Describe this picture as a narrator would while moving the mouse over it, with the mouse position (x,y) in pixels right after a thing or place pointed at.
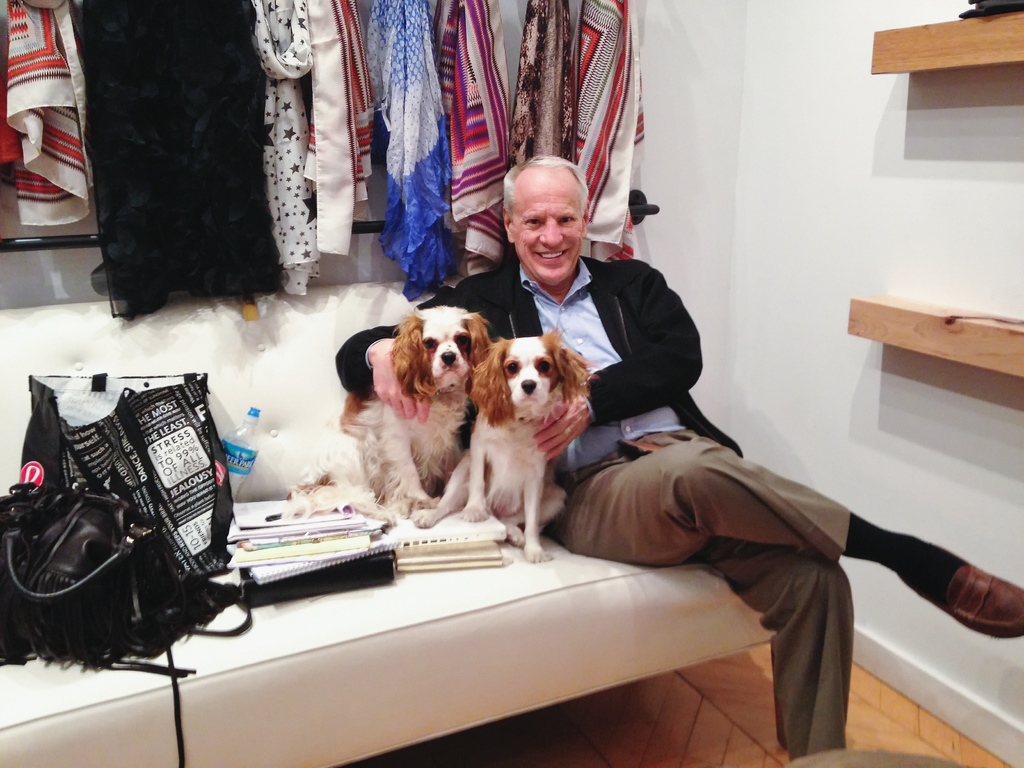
In this picture we can see man (661,431) smiling sitting on sofa (389,315) with two dogs (438,417) beside to him and on sofa (226,431) we can see bags (173,469), bottle (244,466), books (318,571) and in background (222,149) we can see clothes (453,106), wall (731,91), racks (914,330).
